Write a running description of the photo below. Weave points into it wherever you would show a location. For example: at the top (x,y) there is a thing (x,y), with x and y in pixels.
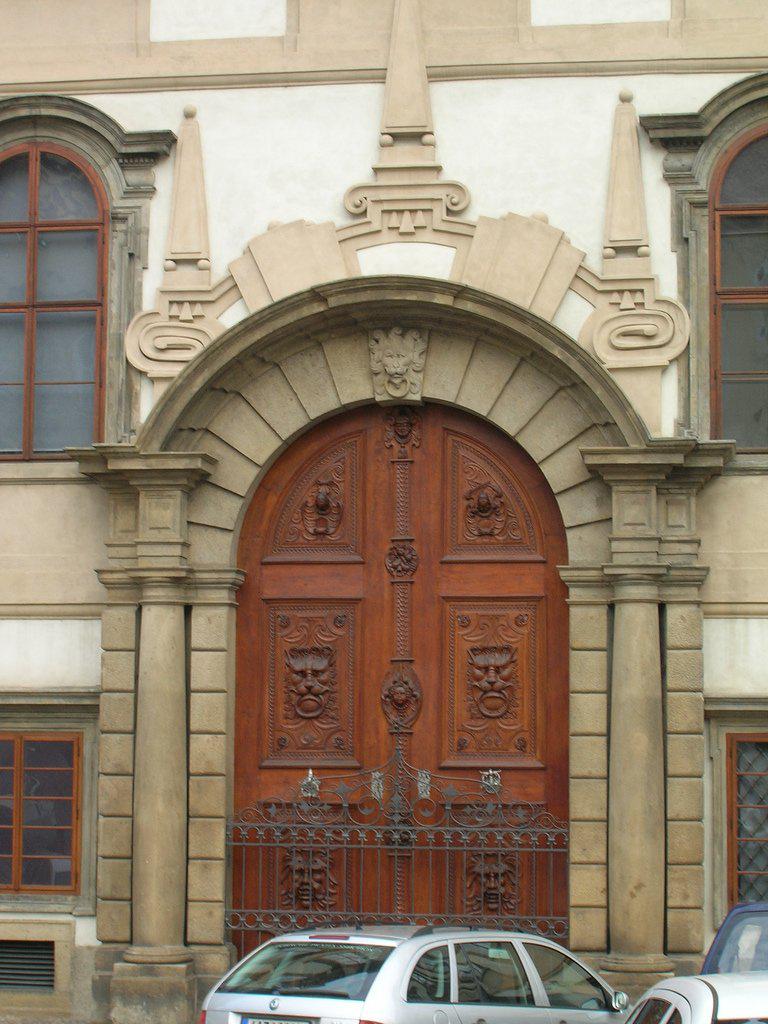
In this image we can see a building (305,482), in-front of the building (685,975) there are cars (707,1008) parked.
